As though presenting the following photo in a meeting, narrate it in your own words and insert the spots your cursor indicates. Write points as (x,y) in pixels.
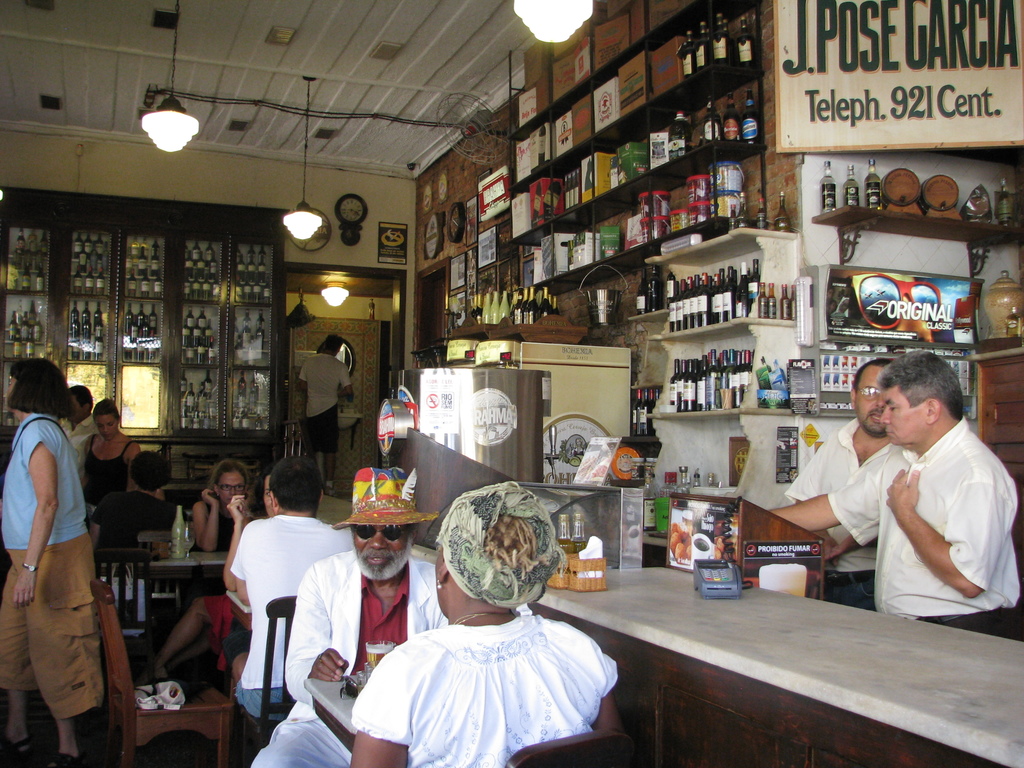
In this image there are group of people (80,501) some of them are sitting and some of them are standing and some of them are walking and on the top (283,49) there is ceiling (219,77) and lights (539,40) as it seems that this is a store (521,335). On the right side (761,400) there are some bottles (729,285) and some packets (576,134) are there. And in the middle of the image (410,285) there is one clock (360,227) and wall (271,188) and on the left side of the image (177,333) there is one glass cupboard (138,308) and in that cupboard (158,339) there are some bottles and in the foreground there are some tables (159,569) and chairs (270,647) are there.
